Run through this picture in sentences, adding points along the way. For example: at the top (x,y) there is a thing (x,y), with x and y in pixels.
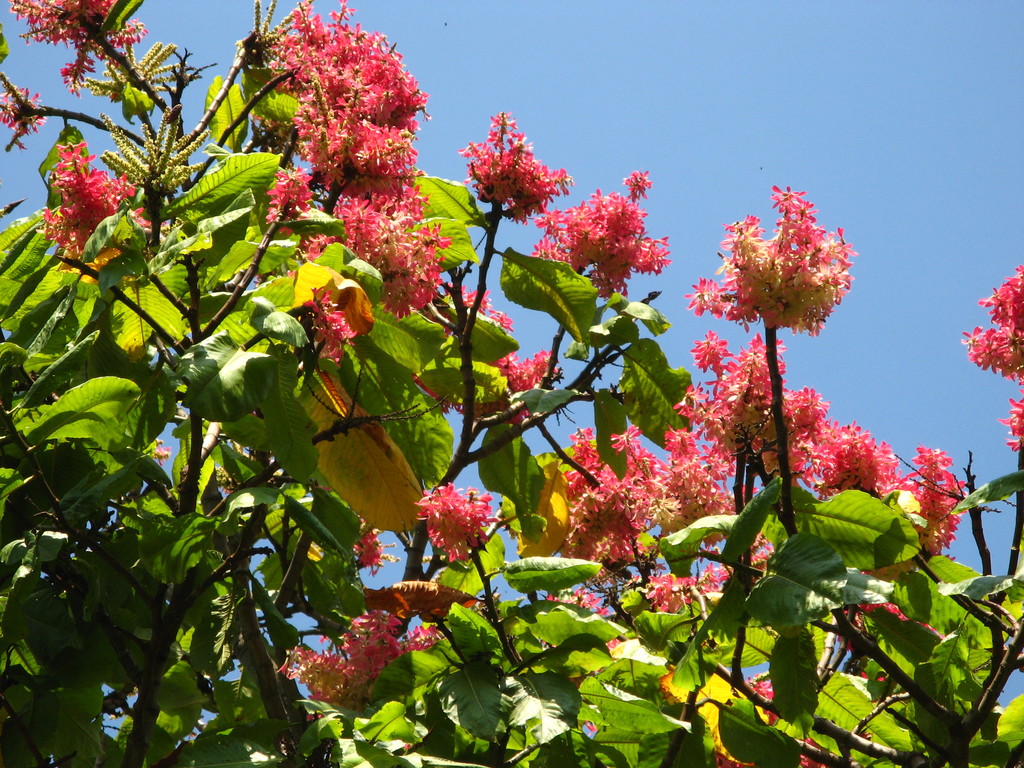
In the foreground of the picture (459,407) there are flowers (124,187), leaves (279,447) and stems (793,526) of a tree (447,553). Sky (632,96) is clear and it is sunny.
